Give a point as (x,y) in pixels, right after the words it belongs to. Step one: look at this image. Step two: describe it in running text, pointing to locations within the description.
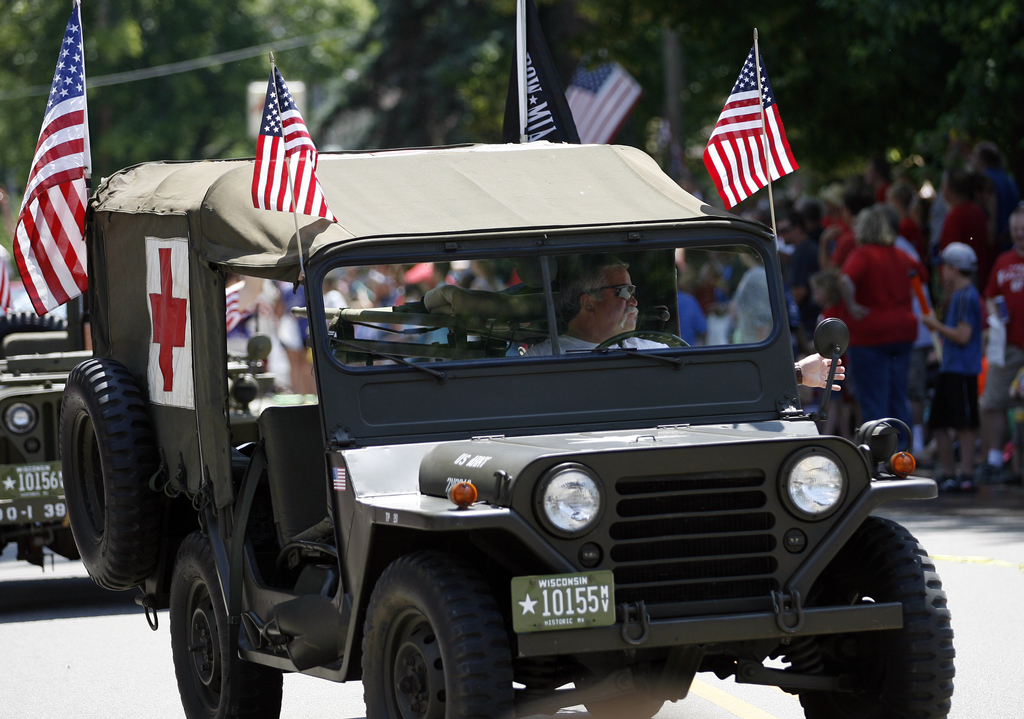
In this image there is a jeep (556,152) and in jeep (556,531) there is a number plate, headlight (834,494), flag (43,272), tyre (127,425), attached to it and there is person (583,283) who is riding the jeep (671,360) and in the back ground (850,358) there are group of people (849,217) standing beside the street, there is another jeep (56,536), tree (246,92).
